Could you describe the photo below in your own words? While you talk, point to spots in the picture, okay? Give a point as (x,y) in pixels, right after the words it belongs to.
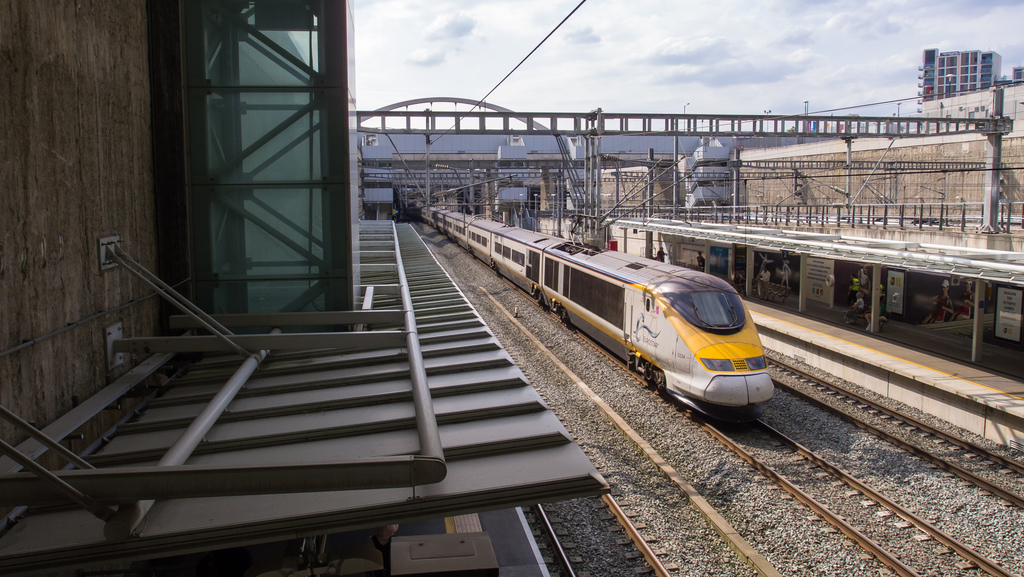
In this image we can see railway tracks (778,491). On that there is a train (633,310). Also there are arches (552,131), rods (666,117), railings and pillars (650,235). On the right side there is a wall (633,238) with stands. In the background (641,50) there is sky (717,61) with clouds (801,63). Also there is a building (932,77).
